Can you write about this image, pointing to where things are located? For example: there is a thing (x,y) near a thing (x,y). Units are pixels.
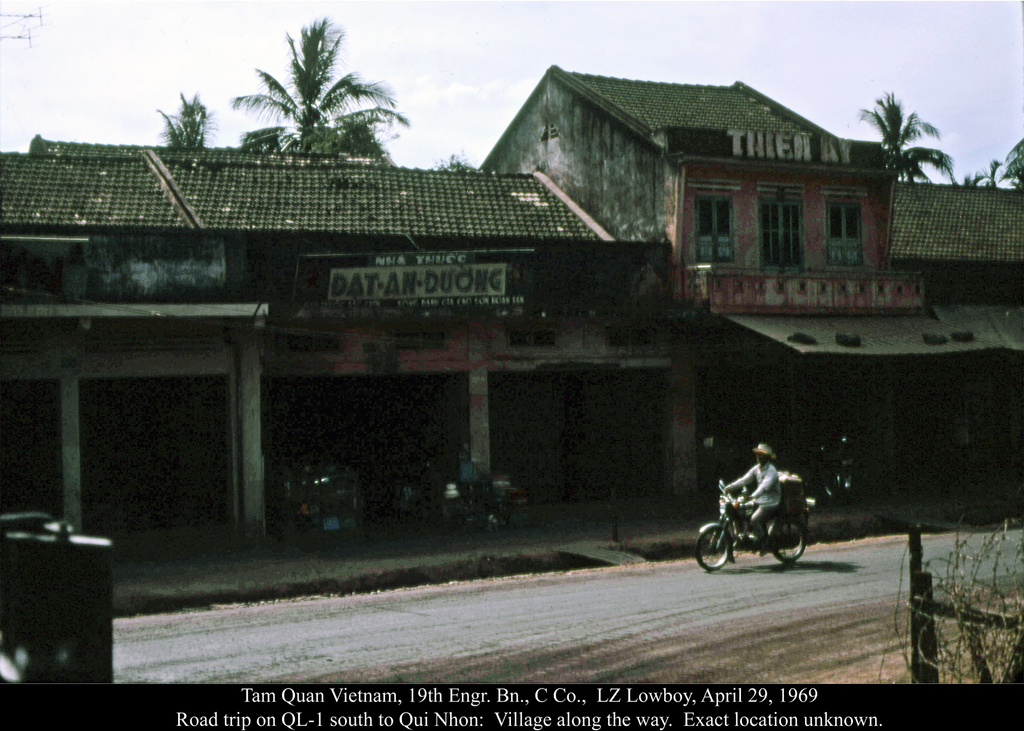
In this image I can see a building (339,321), windows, trees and board (365,261) is attached to the wall (413,331). I can see a person (755,517) is riding the vehicle (779,523). The sky (827,54) is in blue and white color.
